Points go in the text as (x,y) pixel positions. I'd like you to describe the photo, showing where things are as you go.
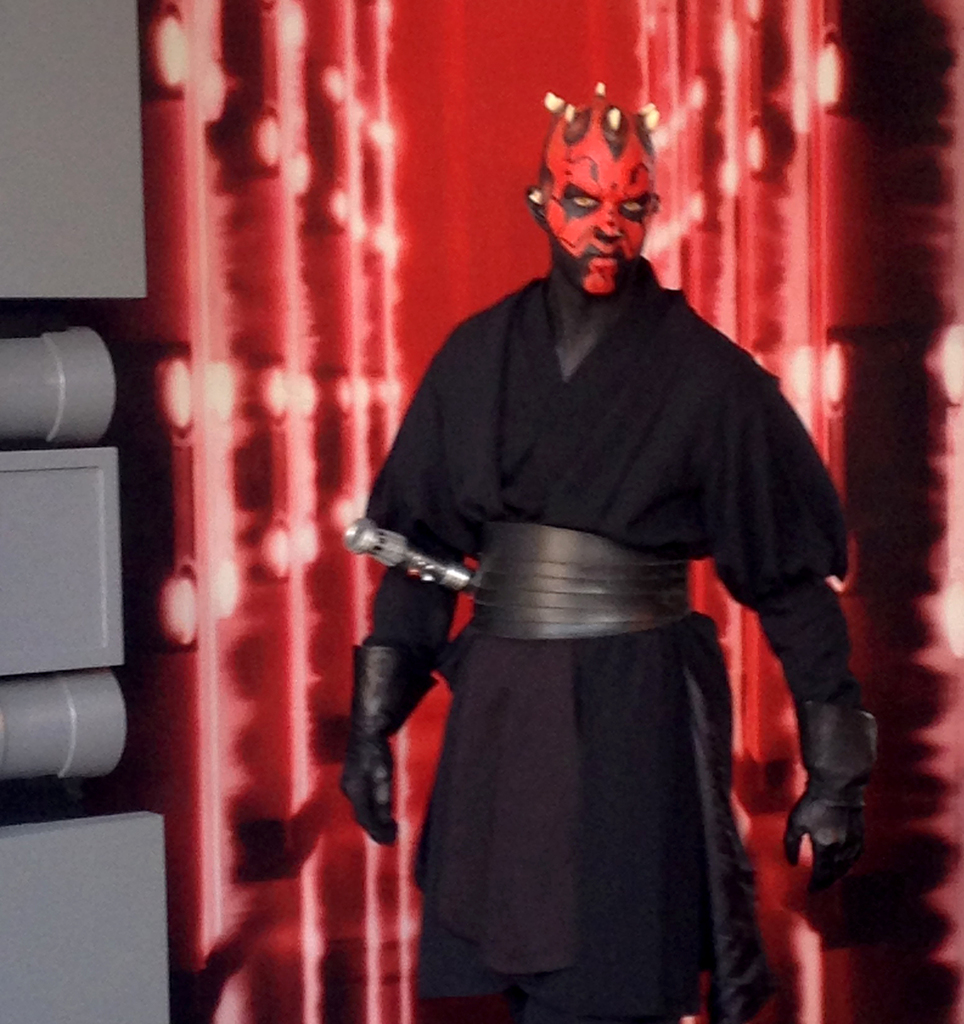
In this picture, it seems like a person (542,315) wearing a costume (520,458) and light (350,420) in the background (314,292).
